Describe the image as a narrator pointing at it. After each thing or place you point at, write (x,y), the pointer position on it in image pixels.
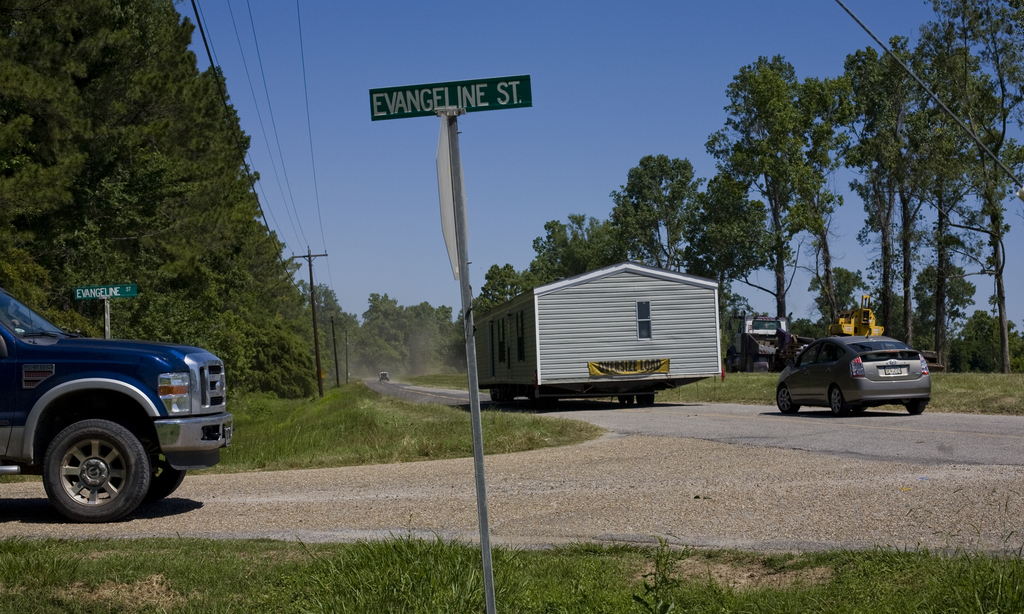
In this image in the foreground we see a sign board (459,89), on the right side (912,401), I can see a car (783,407) on the road (803,422), at the back (904,320), I can see many trees (717,211), and in the background (579,136) I can see the sky (634,99).
